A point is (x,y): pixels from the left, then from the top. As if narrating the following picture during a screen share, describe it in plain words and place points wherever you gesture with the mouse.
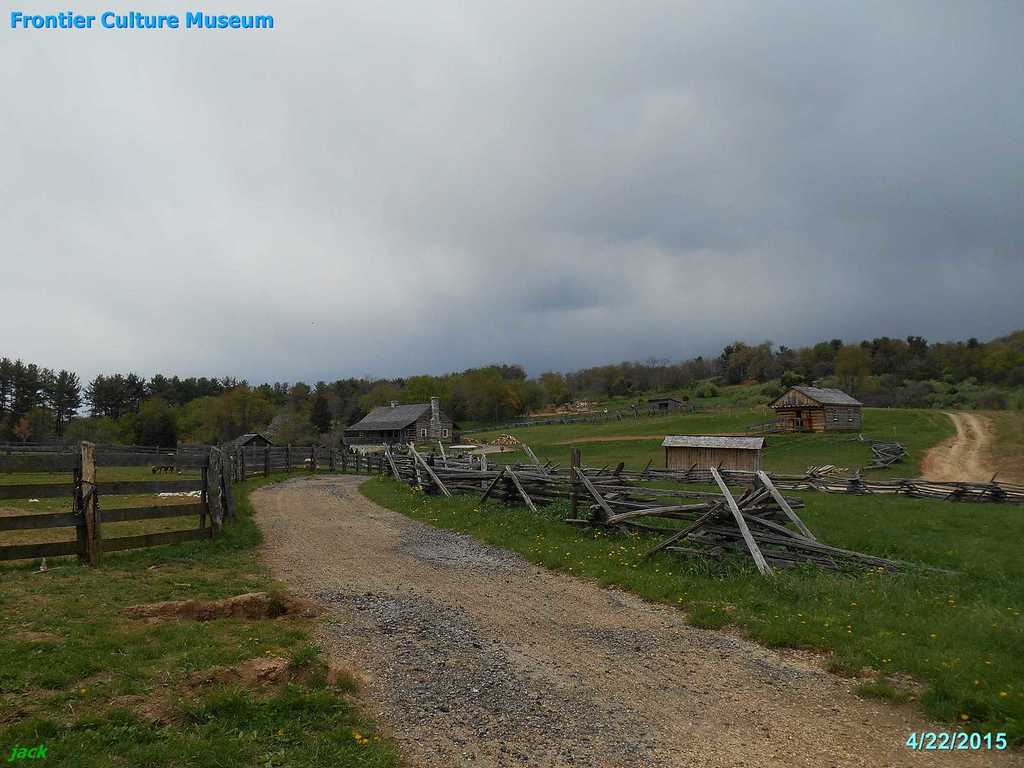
In this image we can see a few houses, there are some trees (427,382), wooden sticks (696,534) and grass (842,656) on the ground (785,610), in the background (274,230), we can see the sky (362,234) with clouds (379,199).
